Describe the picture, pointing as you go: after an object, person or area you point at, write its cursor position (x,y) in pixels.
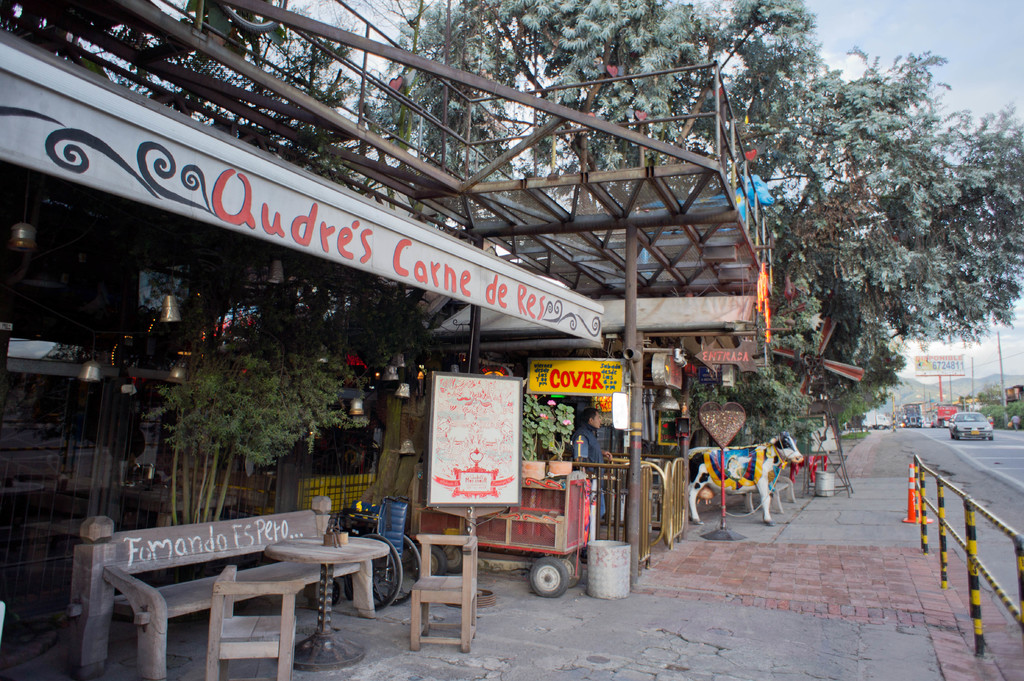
In this picture I can see some vehicles (949,422) on the road (997,433), side I can see a person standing and some trees (877,324), shop (687,443) on which there are some benches (200,601), chairs (228,576), boards (462,459) and fencing (676,496).
